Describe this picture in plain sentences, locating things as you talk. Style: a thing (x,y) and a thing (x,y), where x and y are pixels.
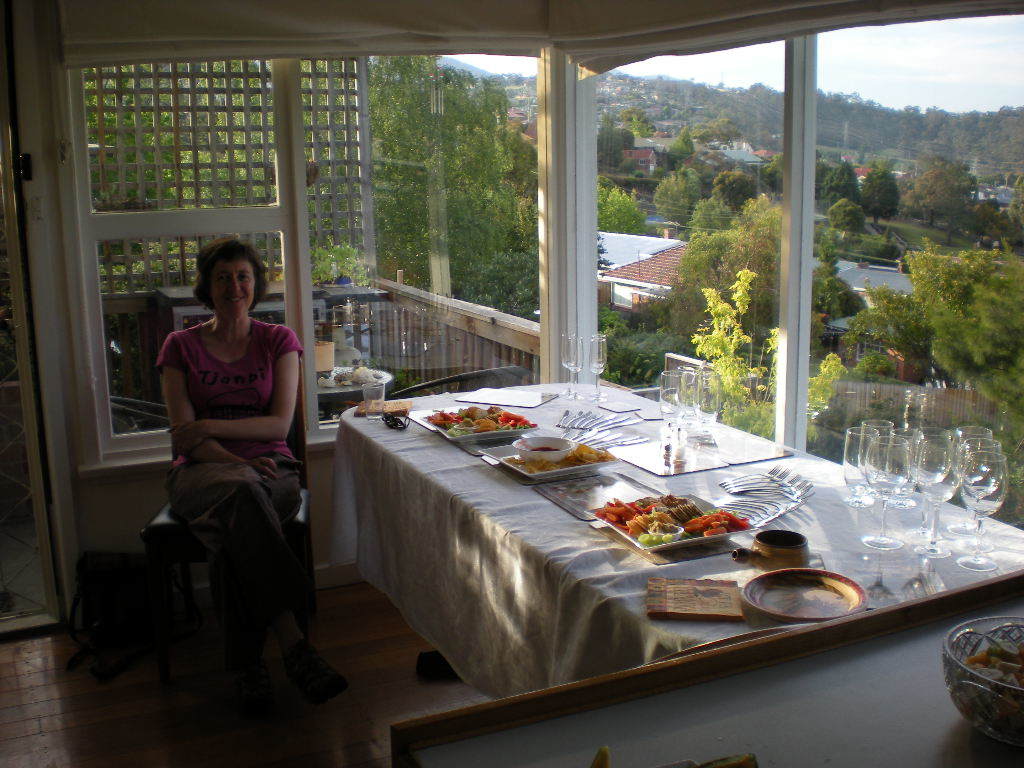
there is a table (664,578) on the right (683,540) on which plates (566,470), food items (641,541), glasses (853,504) are present. on the left (230,386) there is a woman (231,466) sitting. outside the building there are many trees (692,191) and other buildings (648,250).
